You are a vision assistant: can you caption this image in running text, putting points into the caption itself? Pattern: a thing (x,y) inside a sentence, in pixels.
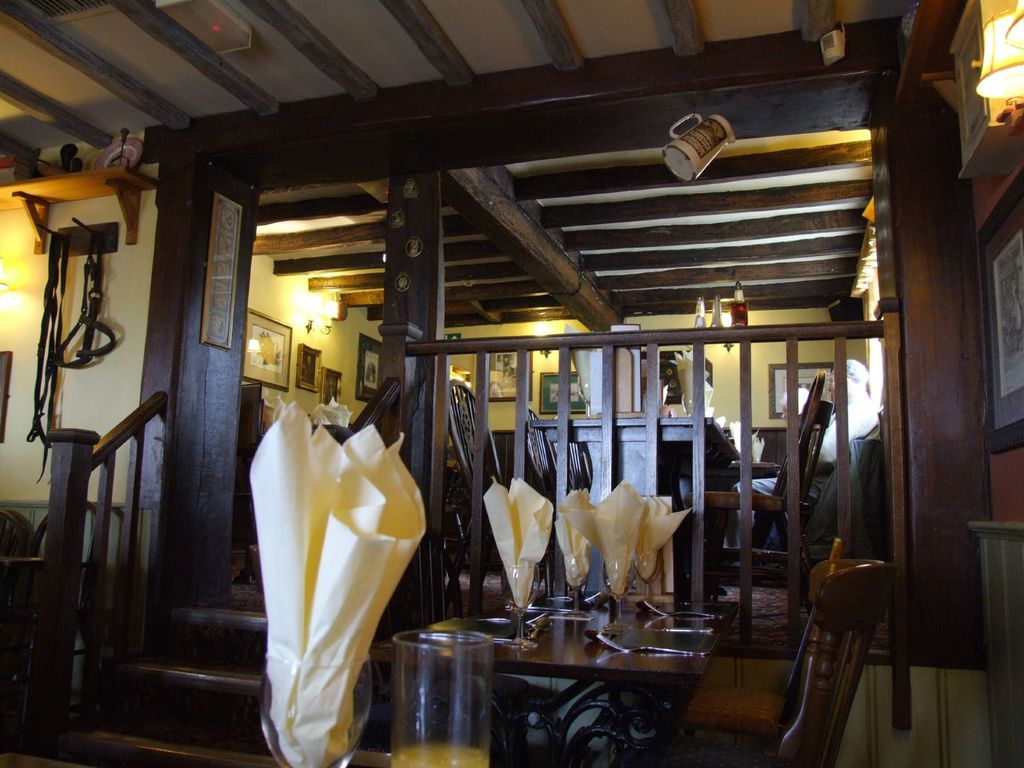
In this picture I can see few glasses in which there are cream colored clothes (500,519) and I see a table (503,643) and few chairs (461,607) around it. In the middle of this picture (396,417) I can see the railings (439,422) and the steps (216,752) and on the left side of this image (59,261) I can see the light (1,293) and other few things (101,194). In the background (531,426) I can see another table (574,420) and few more chairs (541,466) and I see a person (852,425). I can also see the wall (357,347) on which there are photo frames (490,355) and I see few more lights (321,319).
